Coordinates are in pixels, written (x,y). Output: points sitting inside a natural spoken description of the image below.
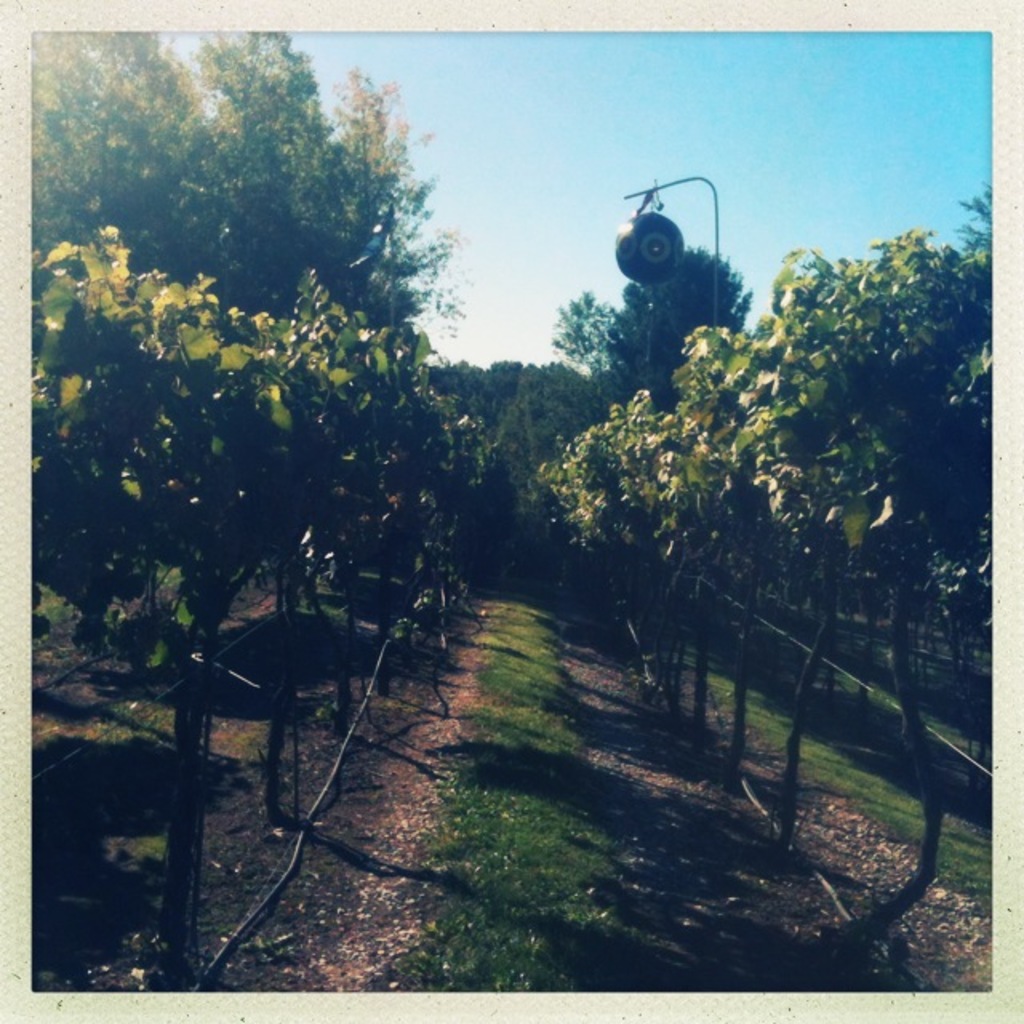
In this image I can see the ground (394,814), some grass (588,851), few pipes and few trees (767,483) which are green in color. I can see a pole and an object (645,204) to the top of the pole (653,191). In the background (584,270) I can see the sky (665,209).
